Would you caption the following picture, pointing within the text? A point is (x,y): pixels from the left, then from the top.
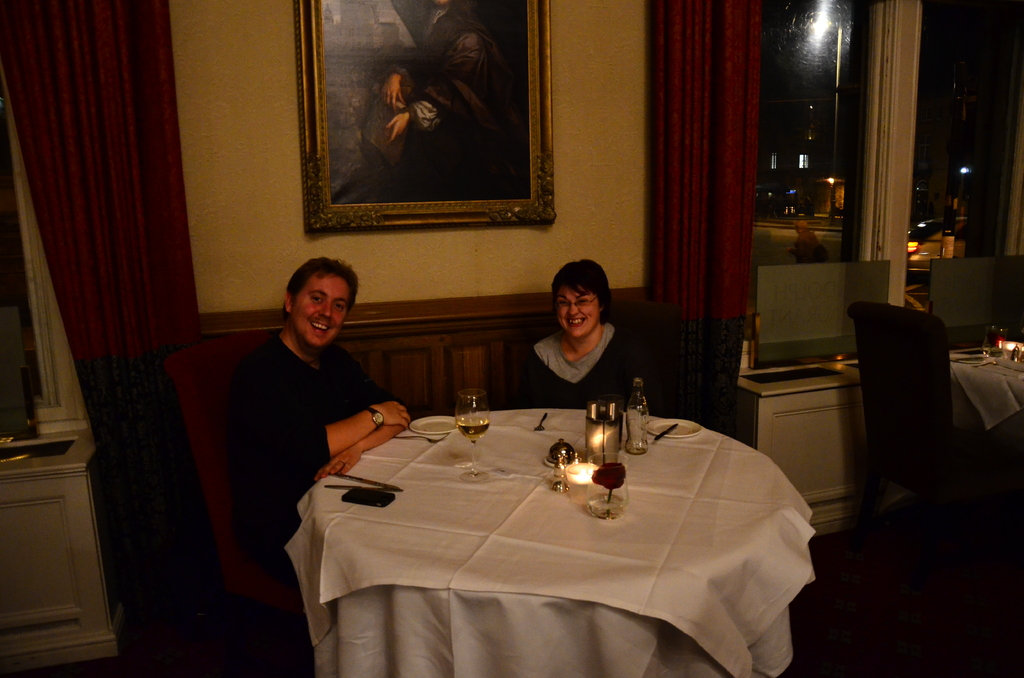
In the image we can see there are two people (614,381) who are sitting on chair (654,366) in front of them there is a table (563,558) on which there is a wine glass (471,439), mobile phone (385,493) and plates (454,429). At the back (473,147) on the wall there is a photo frame (455,154).
